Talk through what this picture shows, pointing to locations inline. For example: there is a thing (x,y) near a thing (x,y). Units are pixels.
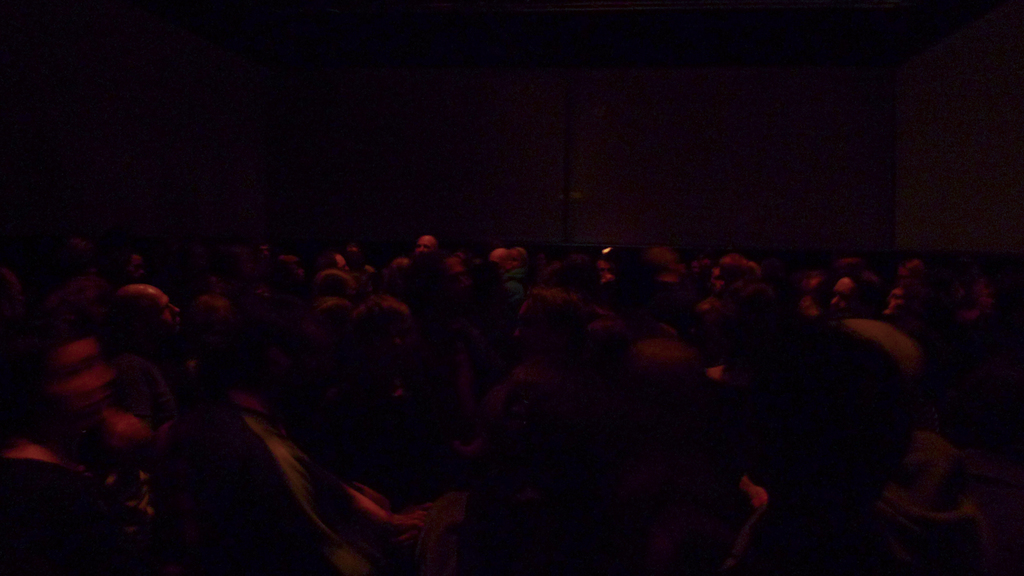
In this picture I can see there are group of people (422,343) standing here and there is a wall (513,184) in the backdrop (736,184).
